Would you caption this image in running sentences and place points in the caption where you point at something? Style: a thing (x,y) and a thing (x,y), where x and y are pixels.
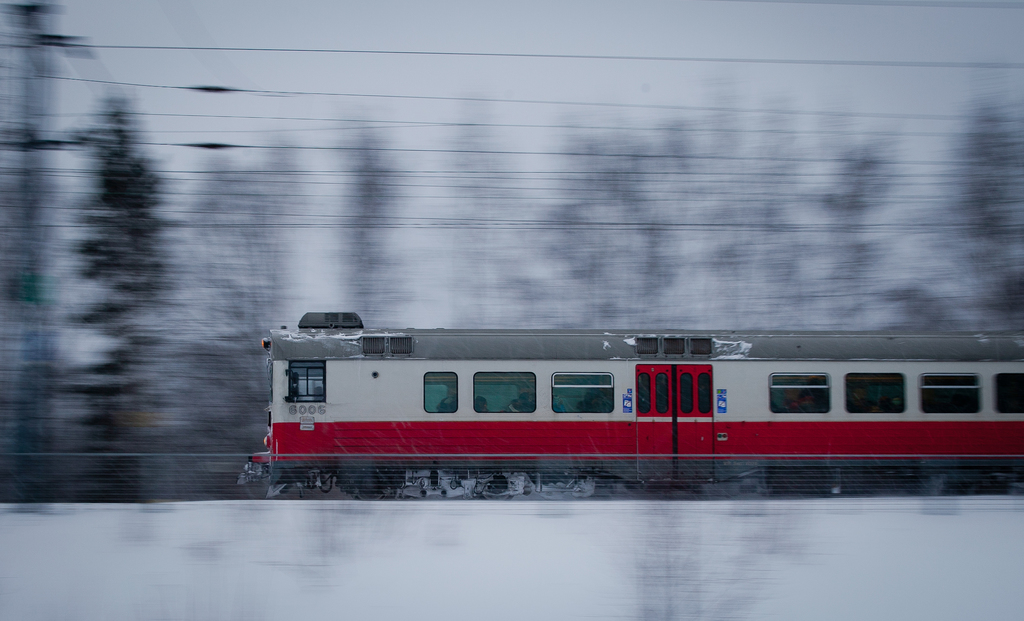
In this image I can see white and red colour train (365,439). On the train (287,415) I can see few numbers (295,413) are written. In the background (631,200) I can see wires (535,56), trees (975,133) and I can see this image is little bit blurry from background (242,230).
